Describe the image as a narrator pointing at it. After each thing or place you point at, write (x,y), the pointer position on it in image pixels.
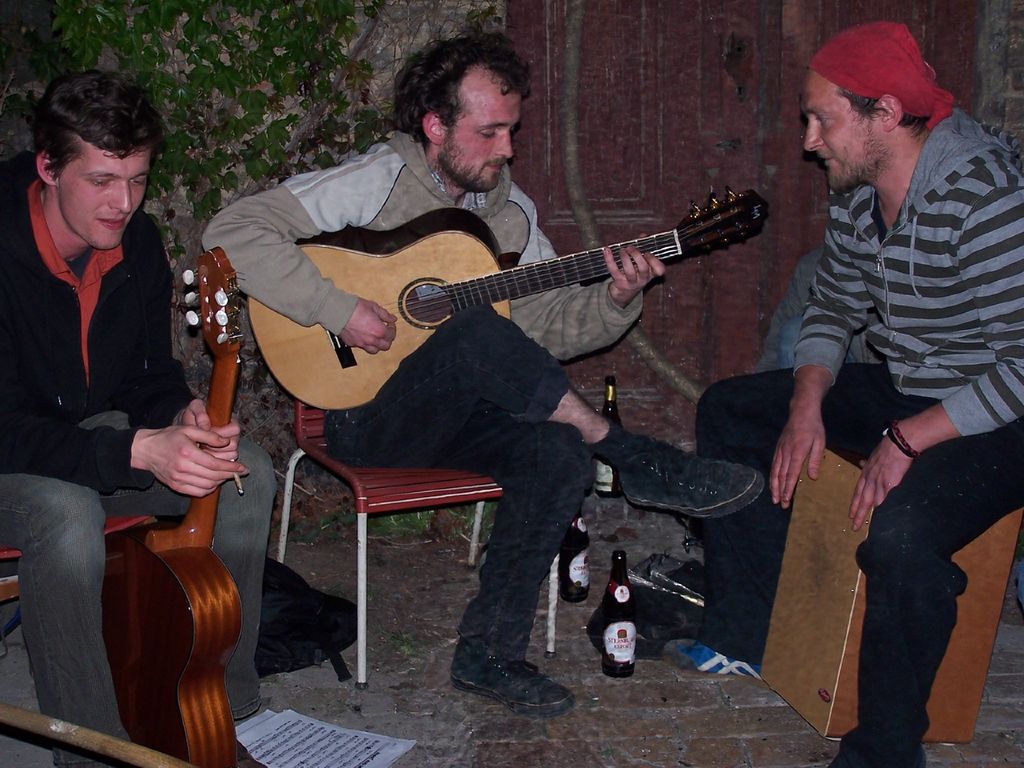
In this image I can see three men (432,449) are sitting on the seats (421,469). One is holding the guitar (155,567) and one is playing the guitar (503,292). On the floor (379,698) I can see a bag (288,617), three bottles (608,618) and few papers (347,742). In the background (574,116) I can see a wall (397,40) and a creeper plant (190,95).
